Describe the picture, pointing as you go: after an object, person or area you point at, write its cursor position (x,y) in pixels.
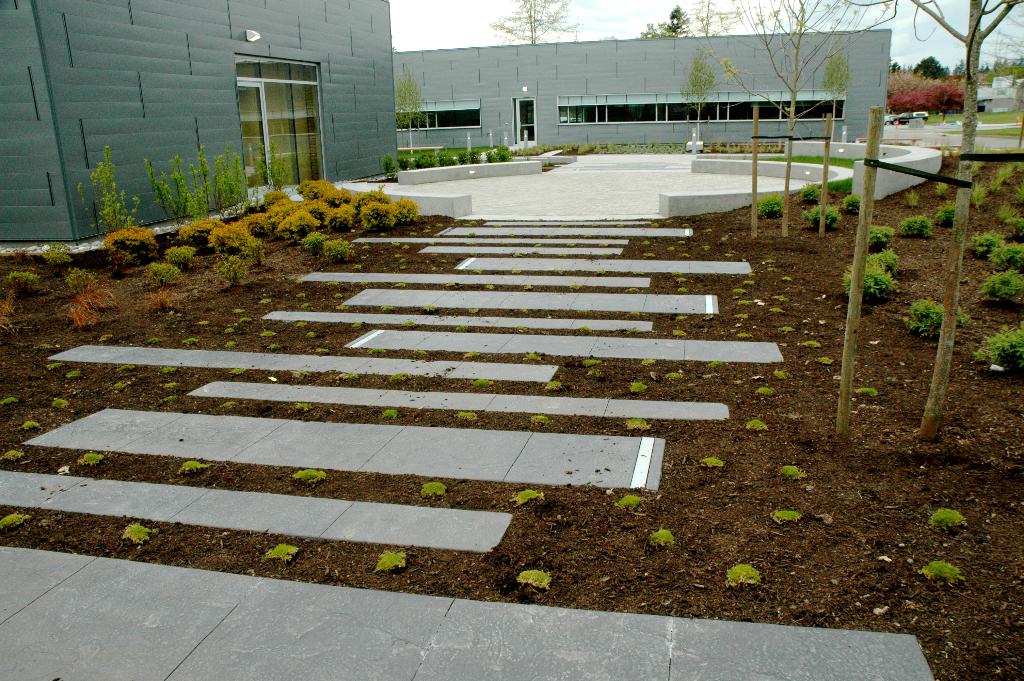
In this picture we can see some plants (148,235) on the path (801,647). There are few buildings (406,58) and trees (935,87) in the background (338,9).
